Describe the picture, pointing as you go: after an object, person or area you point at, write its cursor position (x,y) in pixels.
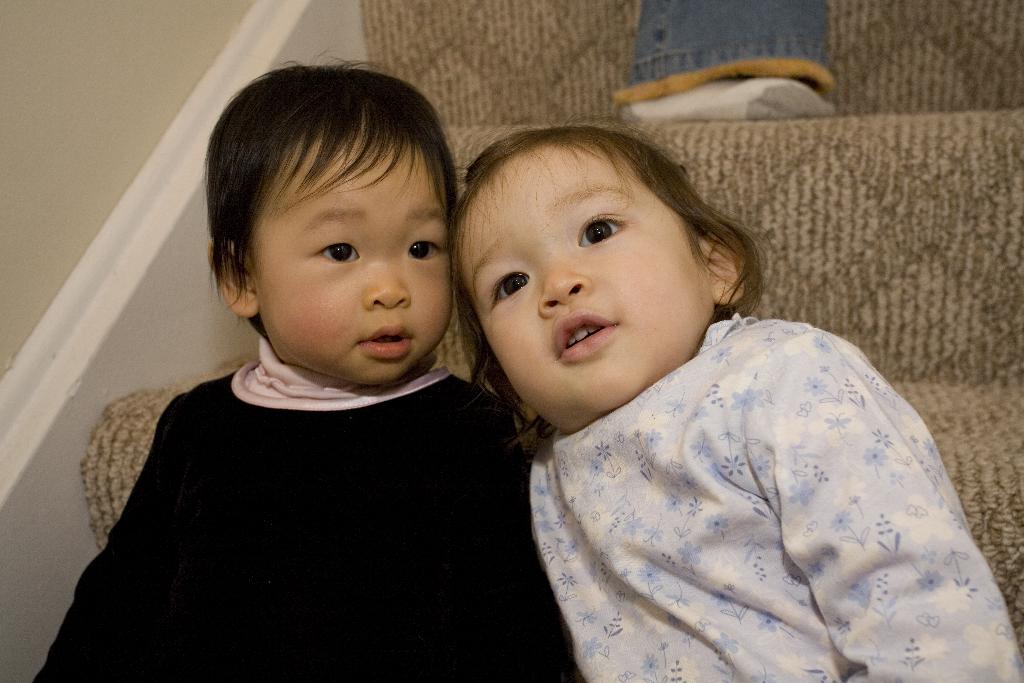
In this image there are two kids (461,471) sitting, and in the background (16,59) there are stairs (851,4), wall (118,189).
